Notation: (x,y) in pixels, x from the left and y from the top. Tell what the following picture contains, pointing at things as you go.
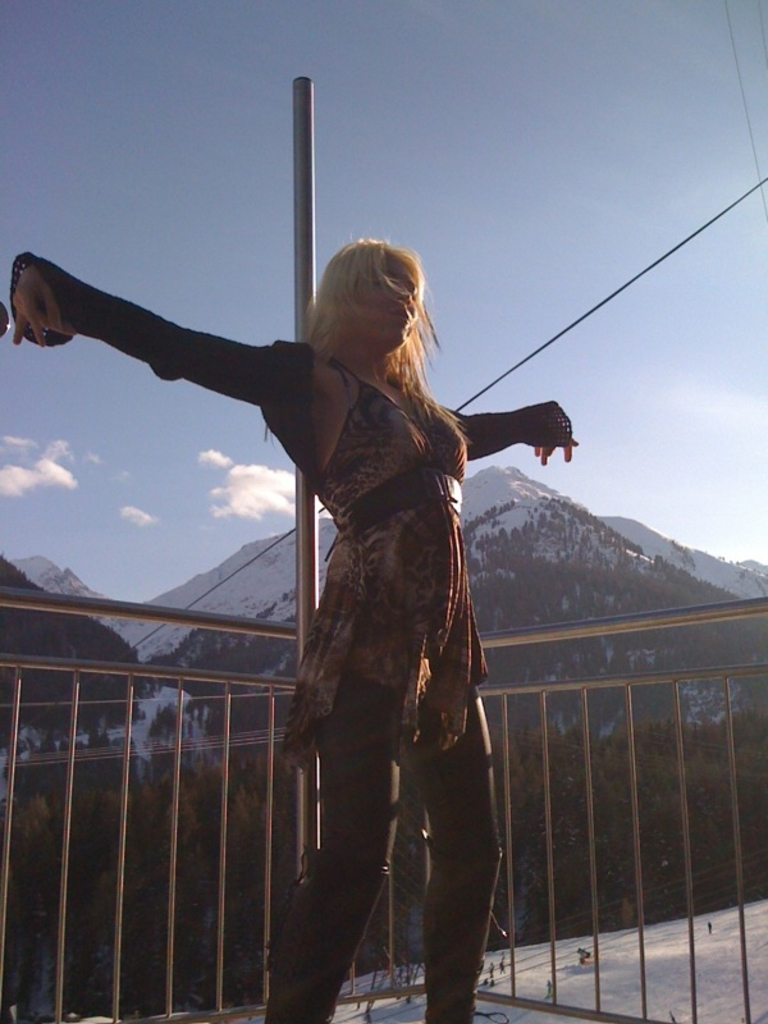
In the center of the image (360,506), we can see a lady (360,606) and in the background (580,638), there are railings (548,624) and we can see mountains (587,543). At the bottom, there are people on the snow (570,941). At the top (70,250), there are clouds (131,510) in the sky (445,264).
